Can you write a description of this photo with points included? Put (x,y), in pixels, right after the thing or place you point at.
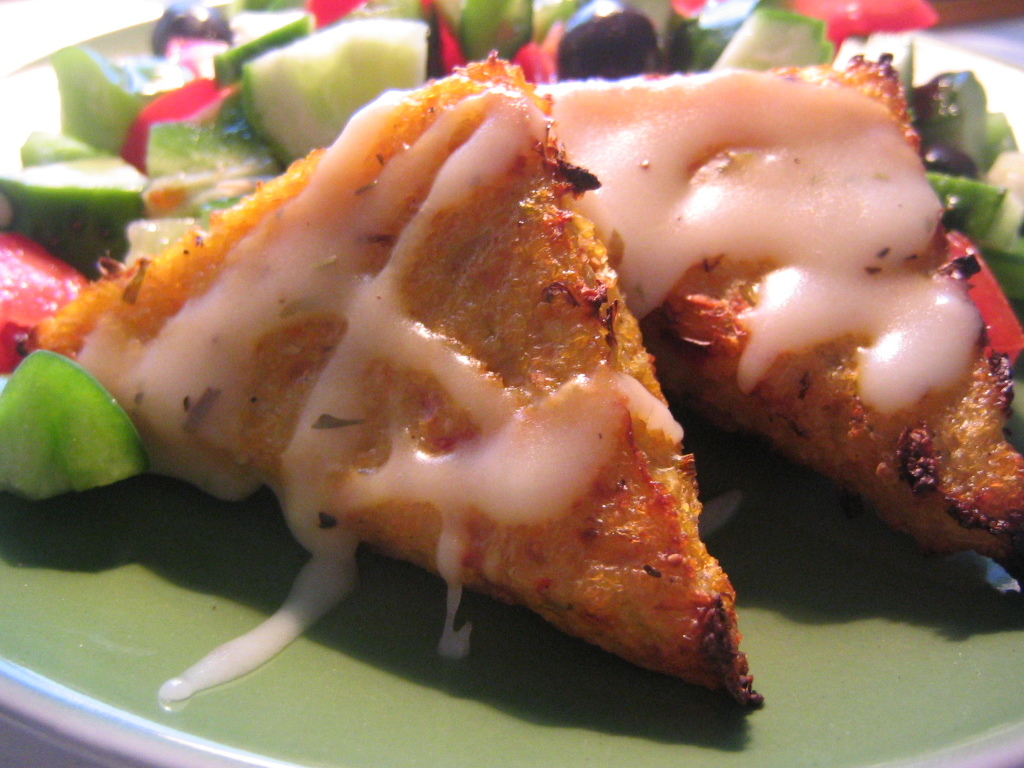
In this image there is food (689,284) on the plate (597,755).
